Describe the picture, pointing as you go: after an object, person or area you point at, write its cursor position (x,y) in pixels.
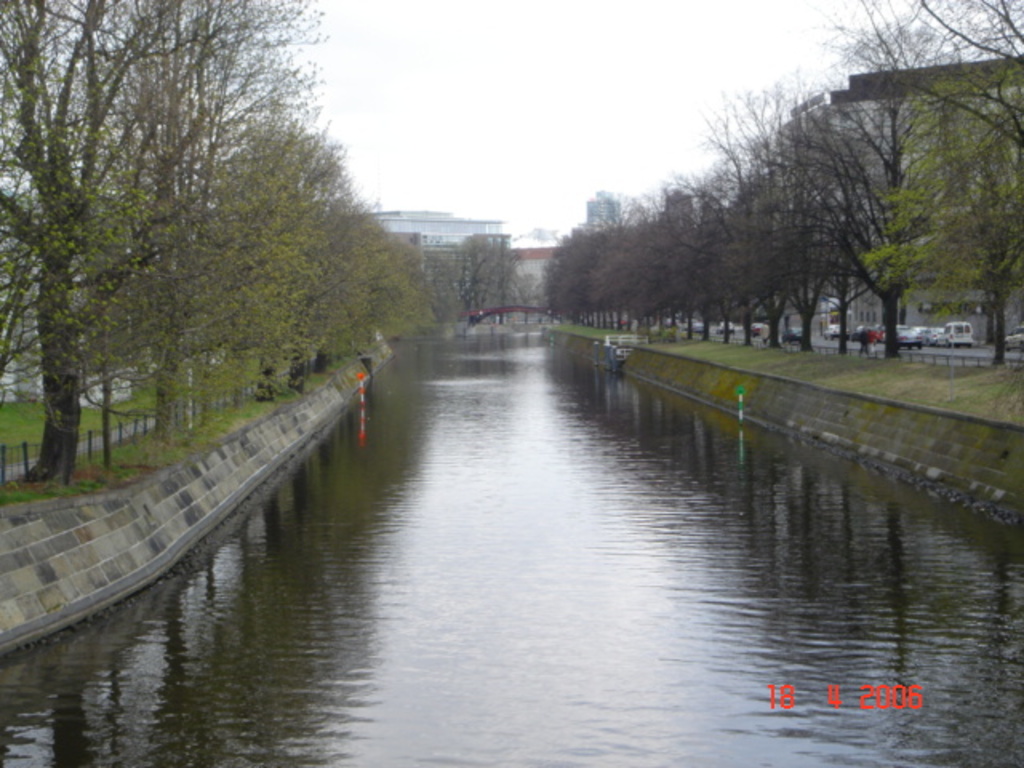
In this picture we can see water (605,516), beside to the water (480,373) we can find fence (88,433) and few trees (793,240), in the background (863,331) we can see few people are walking, and also we can find few cars (912,343) and buildings (692,200).
